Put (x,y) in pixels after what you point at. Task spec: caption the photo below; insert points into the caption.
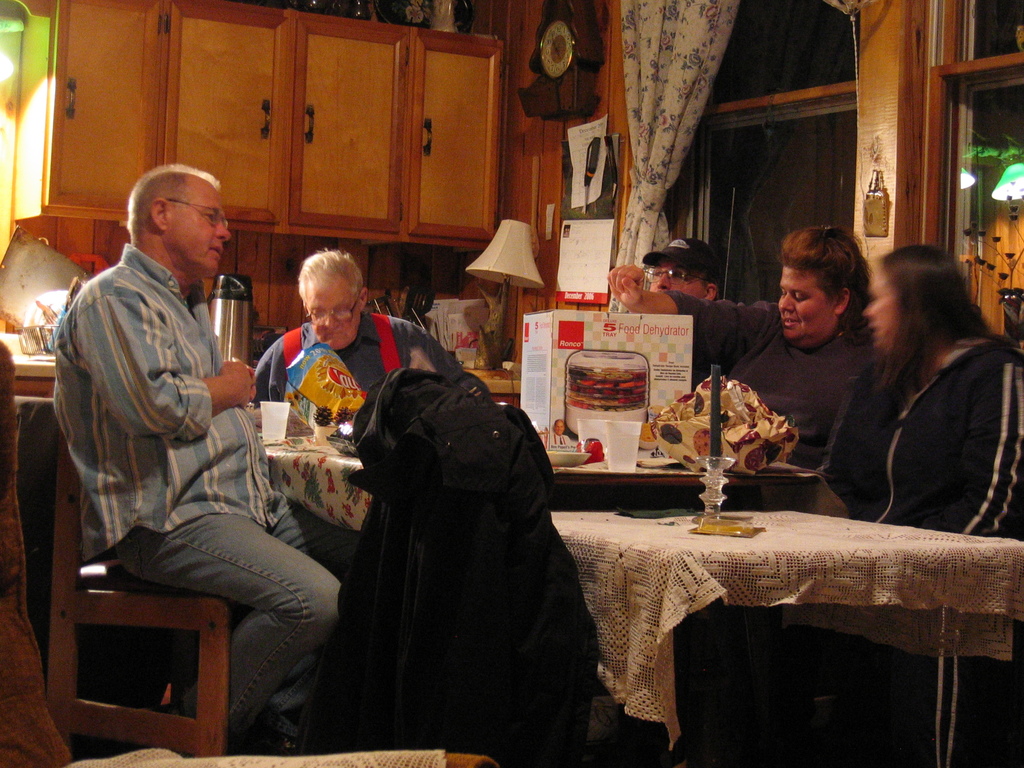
In the picture I can see these people (320,258) are sitting on the chairs (403,718) near the table (911,632) where glasses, candle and few more things (716,472) are placed on the table (781,561). In the background (510,267), we can see table lamp (513,254), wooden cupboards (422,183), clock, glass windows (971,99) and curtains (647,204).
